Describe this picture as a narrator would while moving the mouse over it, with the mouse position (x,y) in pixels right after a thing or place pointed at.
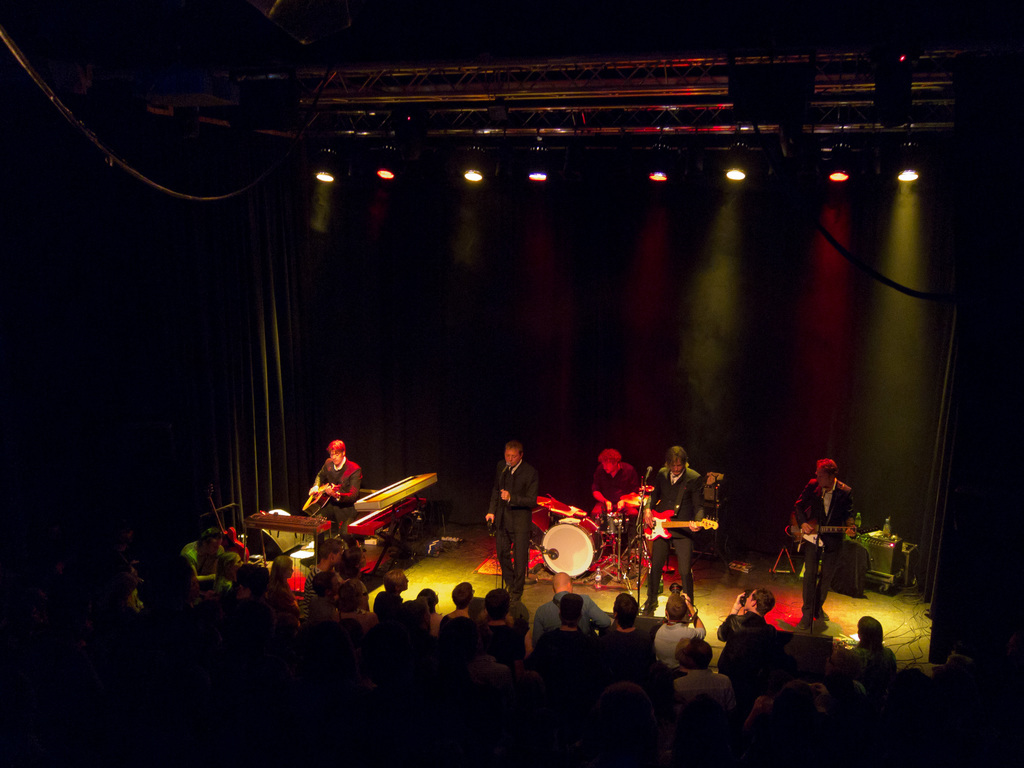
In this image we can see this three persons (810,550) are holding a guitar (326,488) in their hands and playing it. This person (600,508) is playing drums (587,542). This person (510,536) is singing through the mic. There are many people (465,661) in front of the stage (438,596).
